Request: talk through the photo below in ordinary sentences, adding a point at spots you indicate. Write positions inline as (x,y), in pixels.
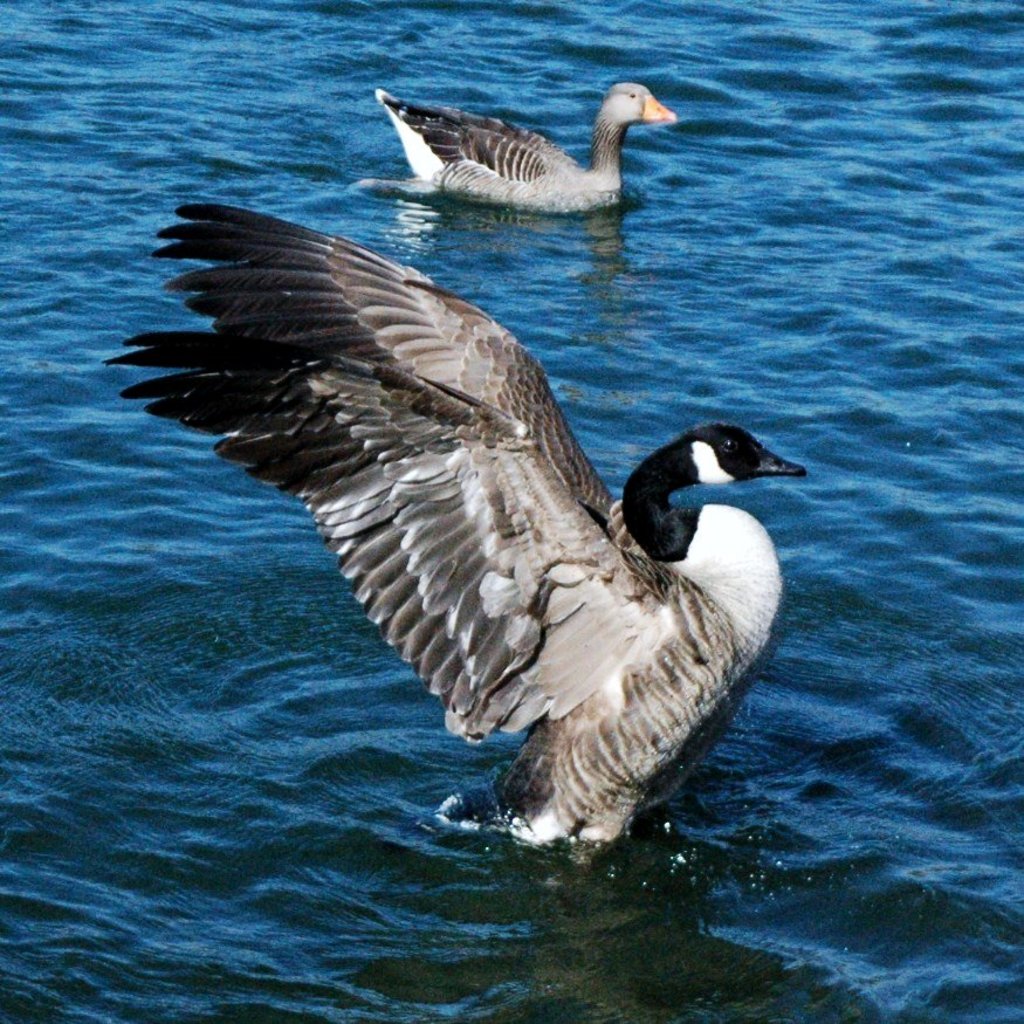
In this image we can see birds (534,172) are on the surface (276,814) of the water (722,323).
